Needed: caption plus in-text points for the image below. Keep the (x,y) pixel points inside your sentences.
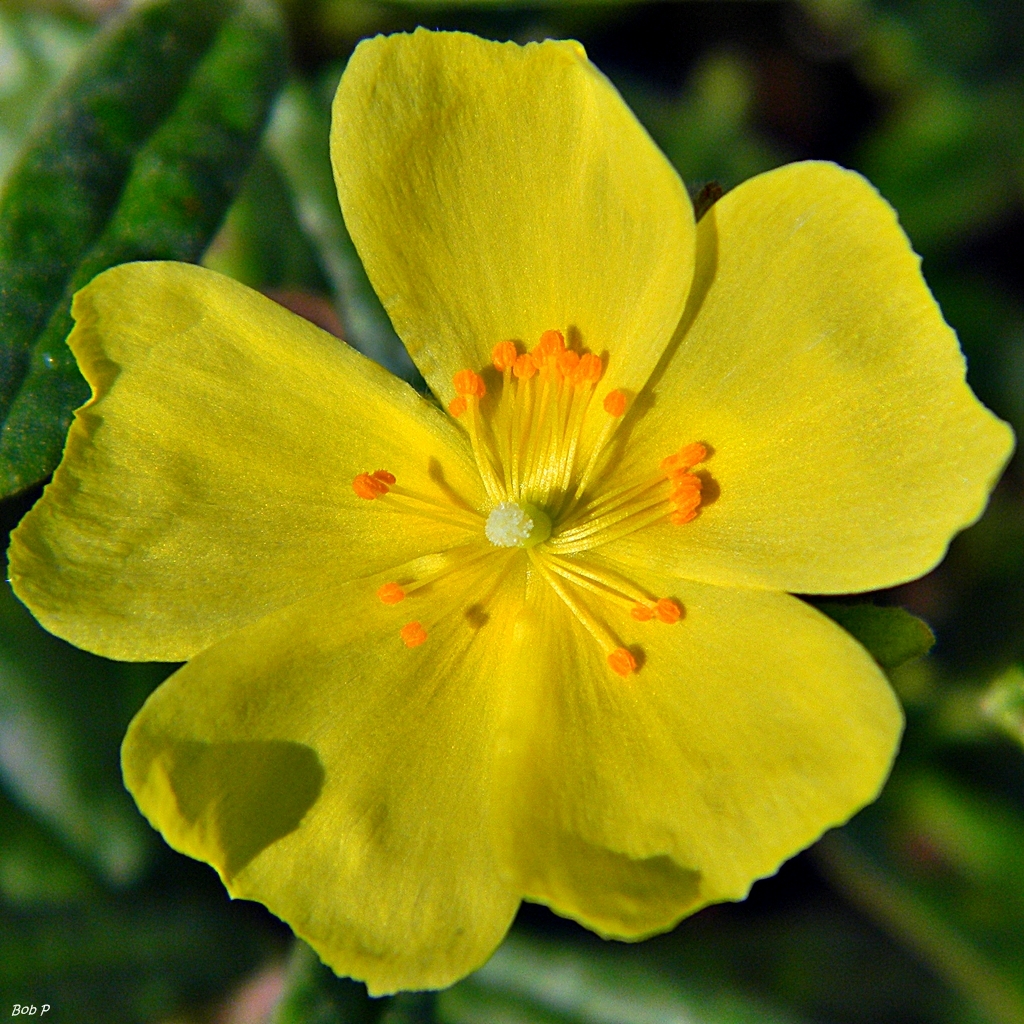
In this image, we can see a flower (527,593). Background (895,986) we can see blur view and greenery (933,17). On the left side (32,1011) bottom corner, there is a watermark (47,1011) in the image. On the left side (76,291) top of the image (155,216), we can see the leaf (54,219).
